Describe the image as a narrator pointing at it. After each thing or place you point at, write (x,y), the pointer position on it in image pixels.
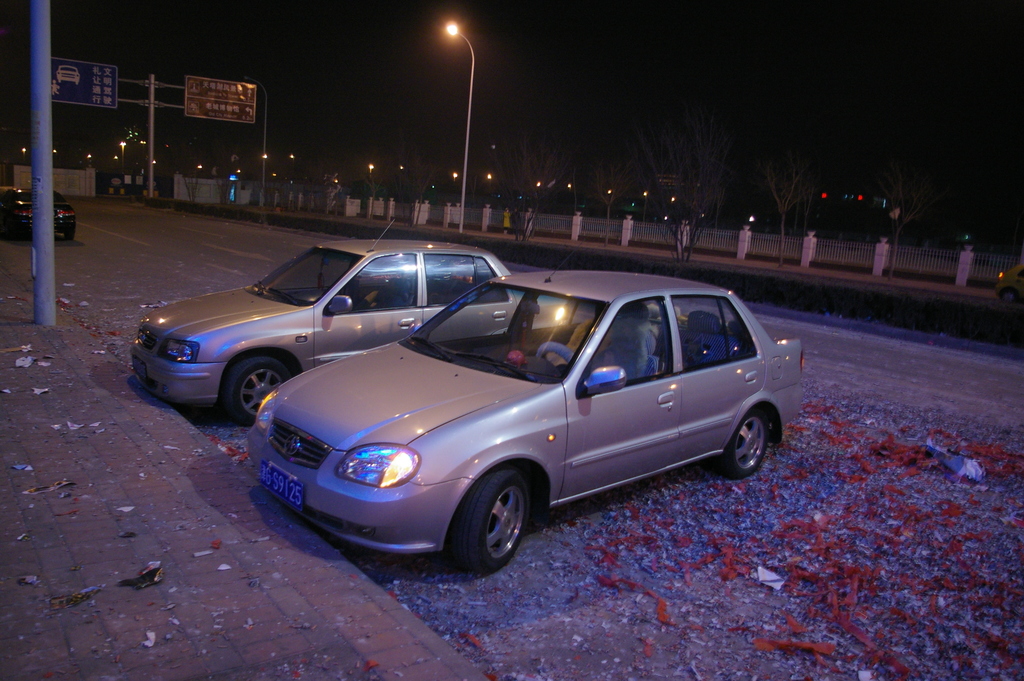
In the picture we can see a path (65,430) with a pole (35,93) on it and besides, we can see two cars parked and in the background (961,349), we can see a road (7,242) and path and street light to the pole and behind it we can see a railing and some lights (823,197) far away in the dark.
